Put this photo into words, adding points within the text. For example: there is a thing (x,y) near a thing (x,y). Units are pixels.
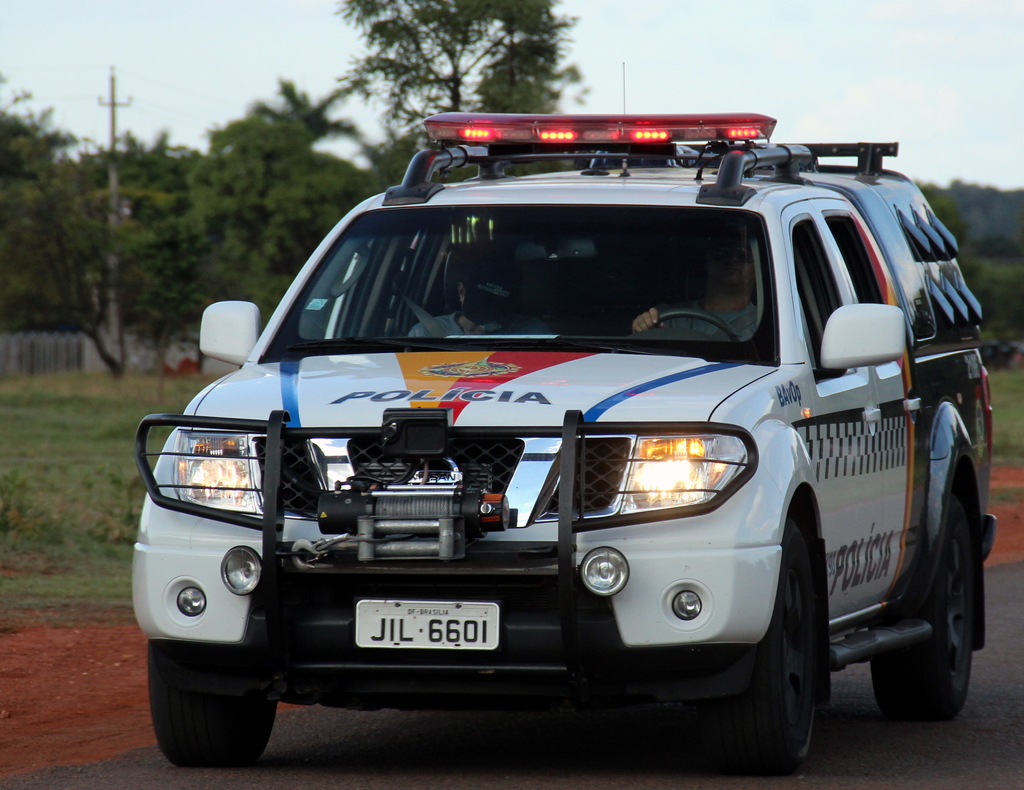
In this image, this is the police van (617,474) on the road (631,719). I can see two people (492,305) sitting in the van (634,339). In the background (123,236), I can see the trees (234,167) and the current pole (114,74).
